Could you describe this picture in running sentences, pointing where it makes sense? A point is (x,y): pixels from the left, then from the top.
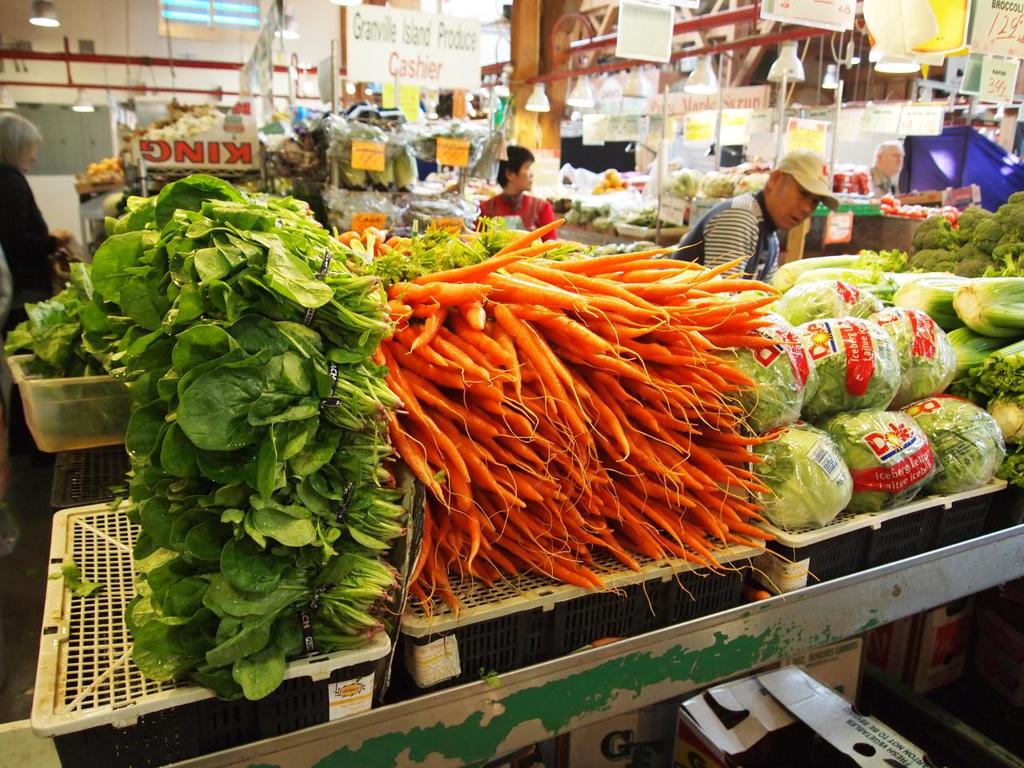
In the picture we can see a vegetable market (385,444) with vegetables (228,532) on the table (876,603) and some persons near it and behind we can see a wall (226,83) with ventilator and beside we can see a light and a board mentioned in it as Granville Island produce cashier.
